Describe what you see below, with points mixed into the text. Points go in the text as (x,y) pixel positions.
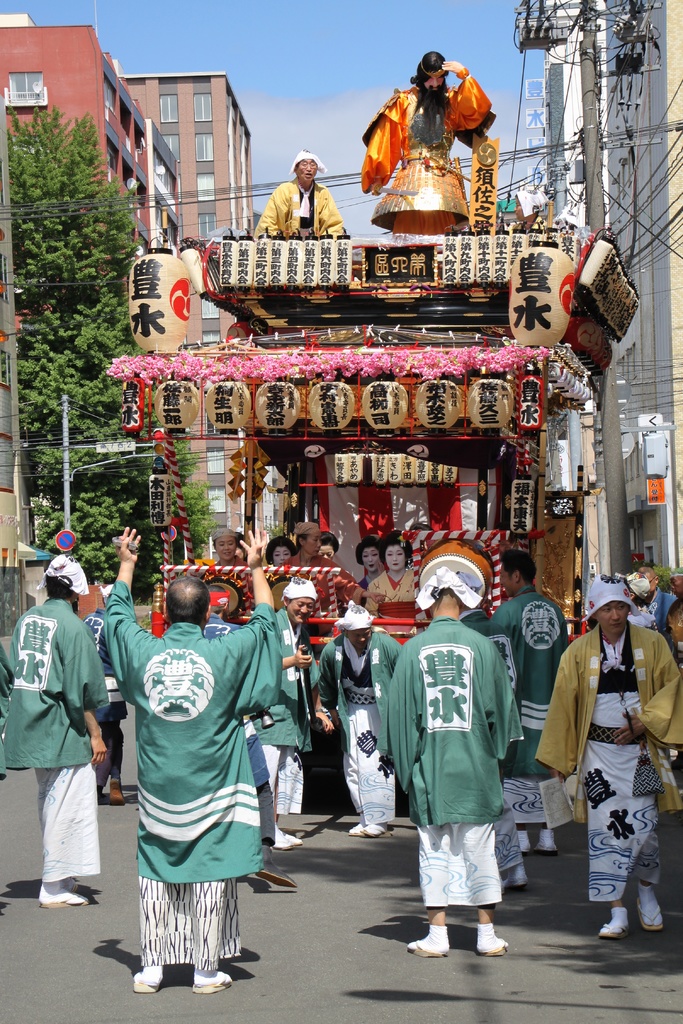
In the picture I can see few persons (205,708) wearing green dress (176,782) are standing and there is a vehicle (387,449) in front of them which has few persons (367,570) sitting in it and there is another person (309,200) sitting above it and there are trees (54,482) in the left corner (86,420) and there is a pole (599,203) in the right corner (609,455) and there are buildings (638,478) in the background (210,194).
